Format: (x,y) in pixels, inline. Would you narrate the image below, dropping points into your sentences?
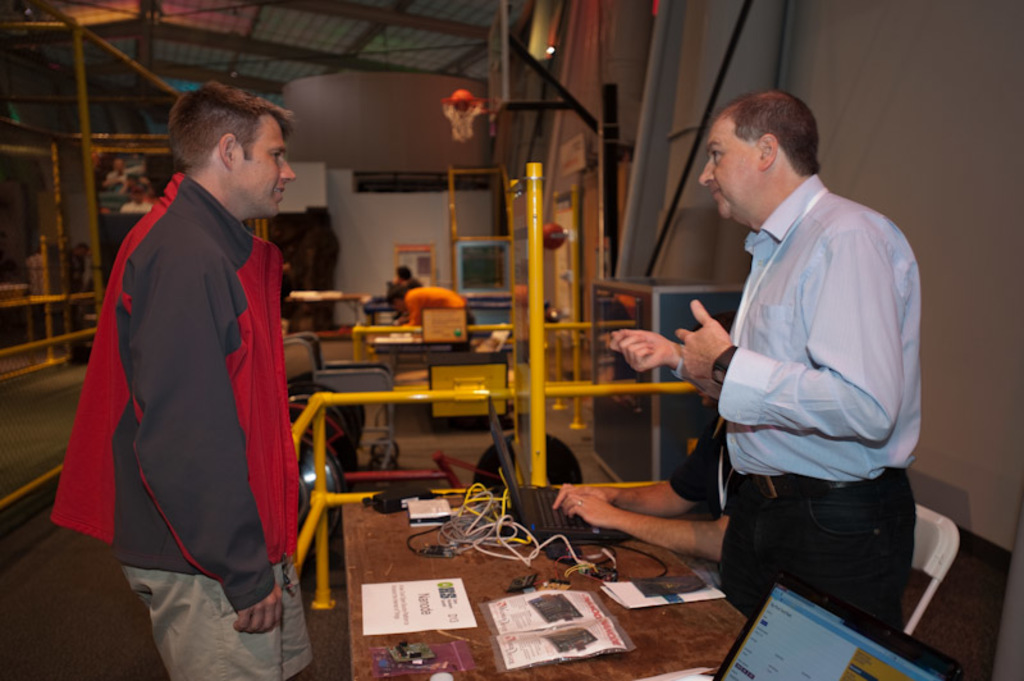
In this picture we can see some people (266,322) where two men (796,389) are standing on the floor (19,632) and a man (603,490) sitting on a chair (950,530) and in front of them we can see laptops (771,642), papers (566,595), wires (476,534), devices (440,502) on the table (365,510), poles (420,396), light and in the background (297,305) we can see some objects (424,253).
